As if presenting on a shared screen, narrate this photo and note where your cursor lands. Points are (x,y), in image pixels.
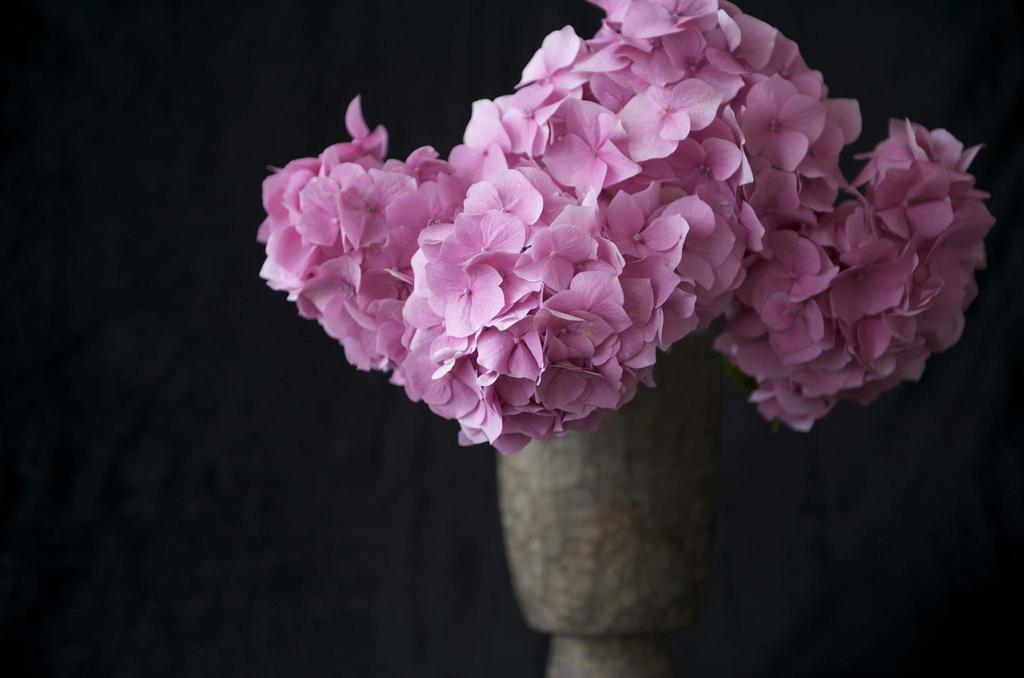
In the image there are pink flowers (612,124) in the foreground (561,192) the background of the flowers (314,216) is blur.
